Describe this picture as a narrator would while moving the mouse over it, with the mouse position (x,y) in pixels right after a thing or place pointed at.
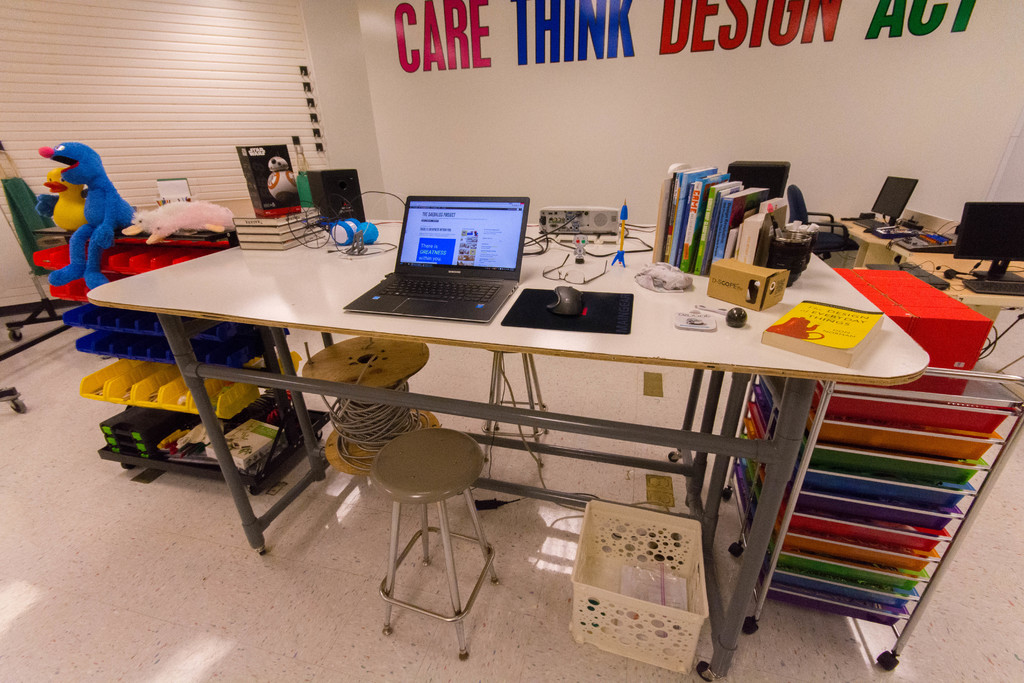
There is a table (395,228) which consists of a laptop (464,251), mouse (577,294), books (691,219) and a projector (587,218) and also there is a toy (99,214) beside the table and there are desktops (877,201) in the right corner (894,201).
